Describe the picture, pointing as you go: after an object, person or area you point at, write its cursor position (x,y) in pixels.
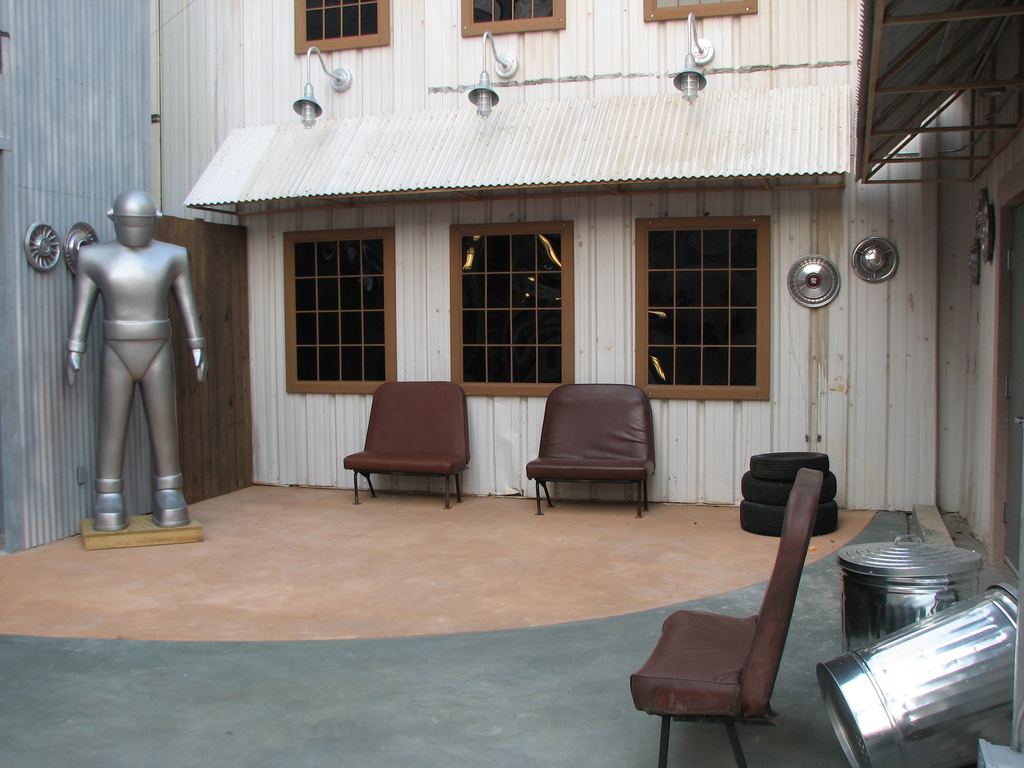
There are chairs (463,469) and a statue of a person (166,432) is in the room (98,473). And there are windows (717,274), lights (310,50), roof (595,141) and tyres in this room (667,453).
